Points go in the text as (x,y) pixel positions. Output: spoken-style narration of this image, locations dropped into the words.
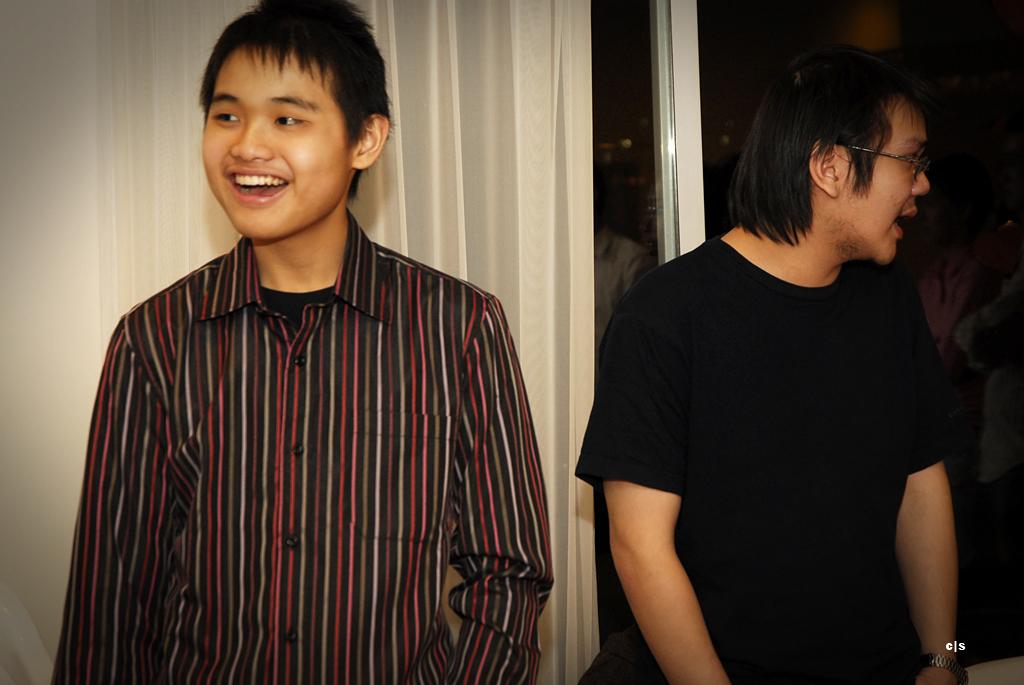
There are two men (459,373). He is smiling and he has spectacles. In the background (708,124) we can see a curtain (492,116) and glass (783,41).
